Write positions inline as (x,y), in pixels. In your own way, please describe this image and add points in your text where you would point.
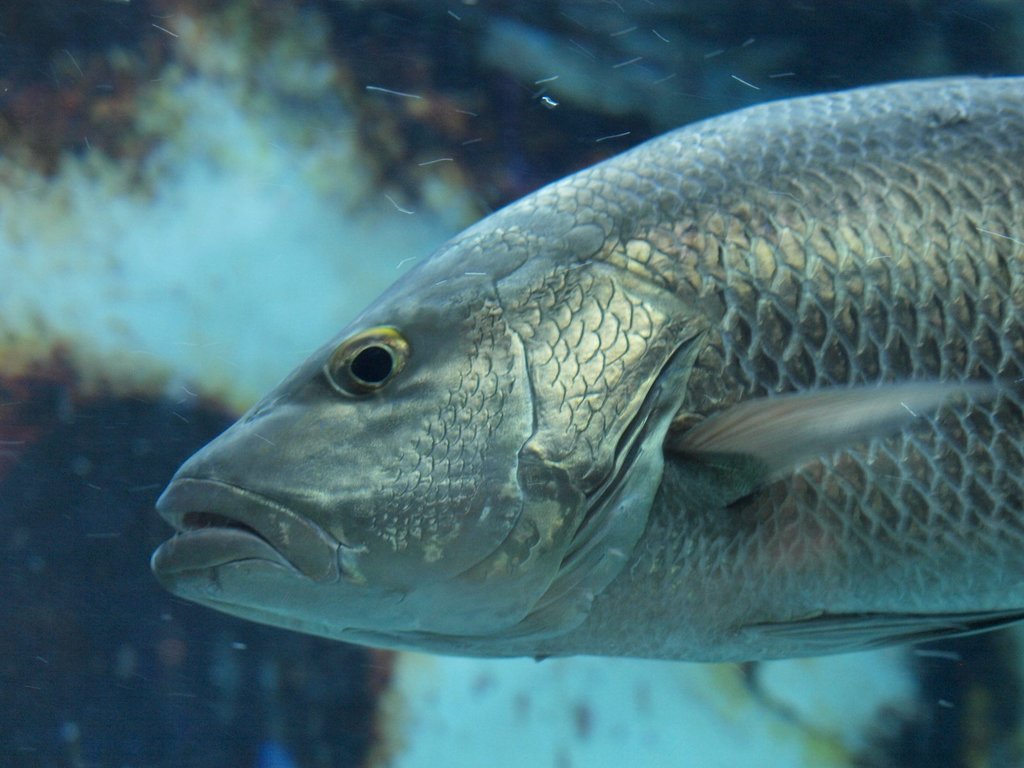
In this image we can see a fish (519,414) in the water (335,700).
